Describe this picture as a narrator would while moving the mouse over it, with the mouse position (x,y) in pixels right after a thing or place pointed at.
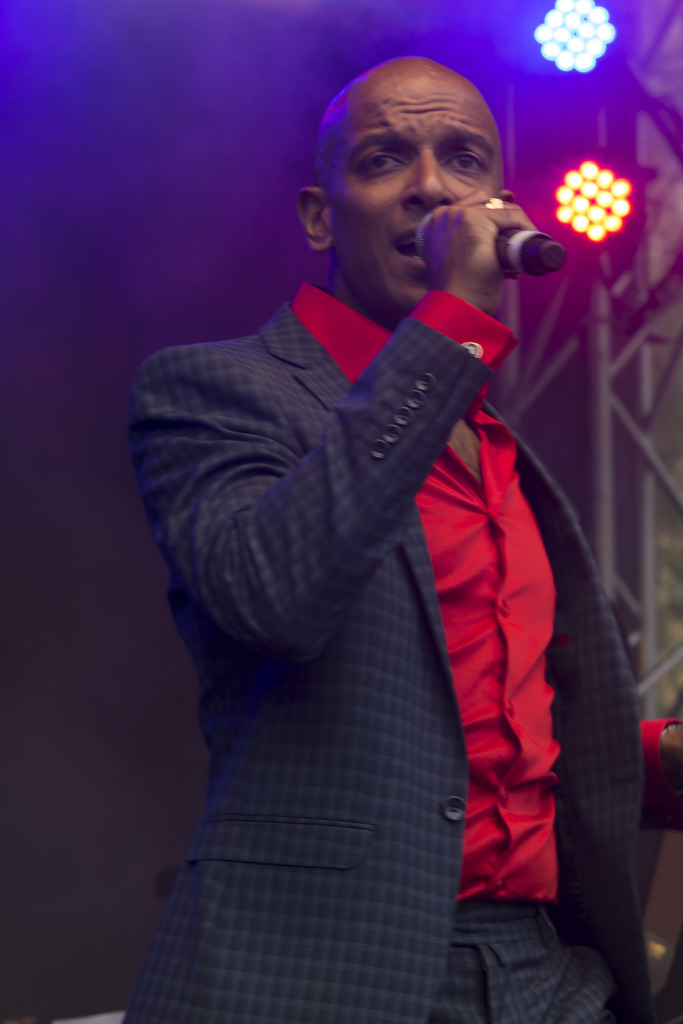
In this picture I can see a man (458,486) holding the microphone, he is wearing a coat (375,634). On the right side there are lights (590,165).
